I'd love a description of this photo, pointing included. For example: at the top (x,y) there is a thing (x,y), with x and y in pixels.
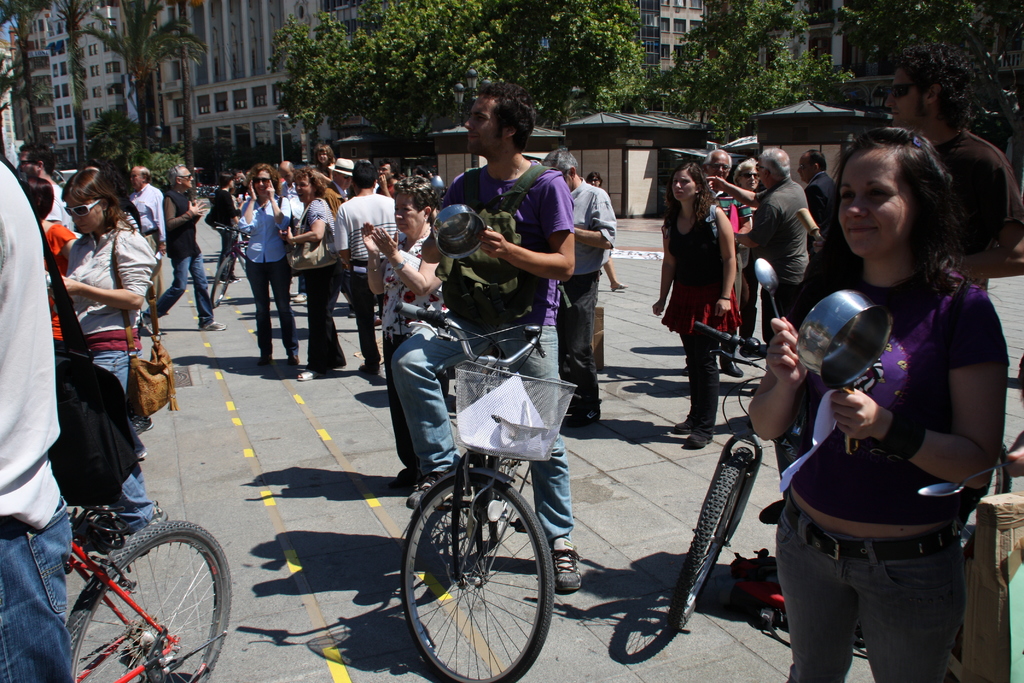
In the image we can see there are people (373,231) who are standing on the road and few people (560,183) are sitting on bicycle (465,417).
